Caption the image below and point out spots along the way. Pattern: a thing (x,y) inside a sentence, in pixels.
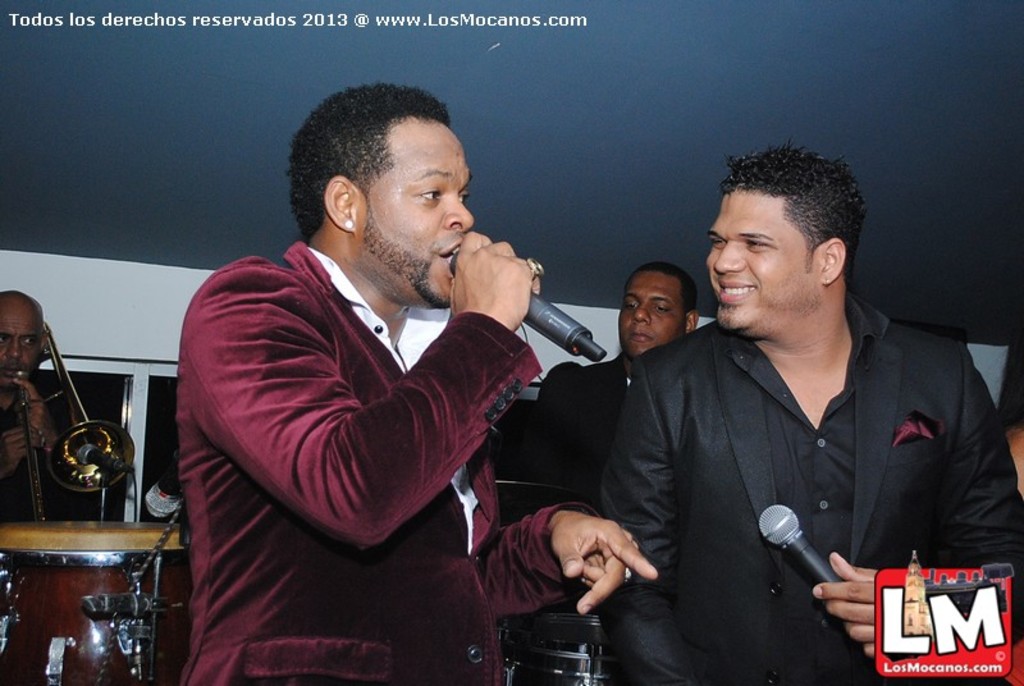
This picture describes about group of people (509,326), in the left side of the given image we can see a man (421,287), he is singing with the help of microphone (557,330), beside to him we can see another man (905,428), he is smiling and he is holding a microphone (824,578), in the background (61,362) we can see few more people (627,298) and musical instruments (95,537).
